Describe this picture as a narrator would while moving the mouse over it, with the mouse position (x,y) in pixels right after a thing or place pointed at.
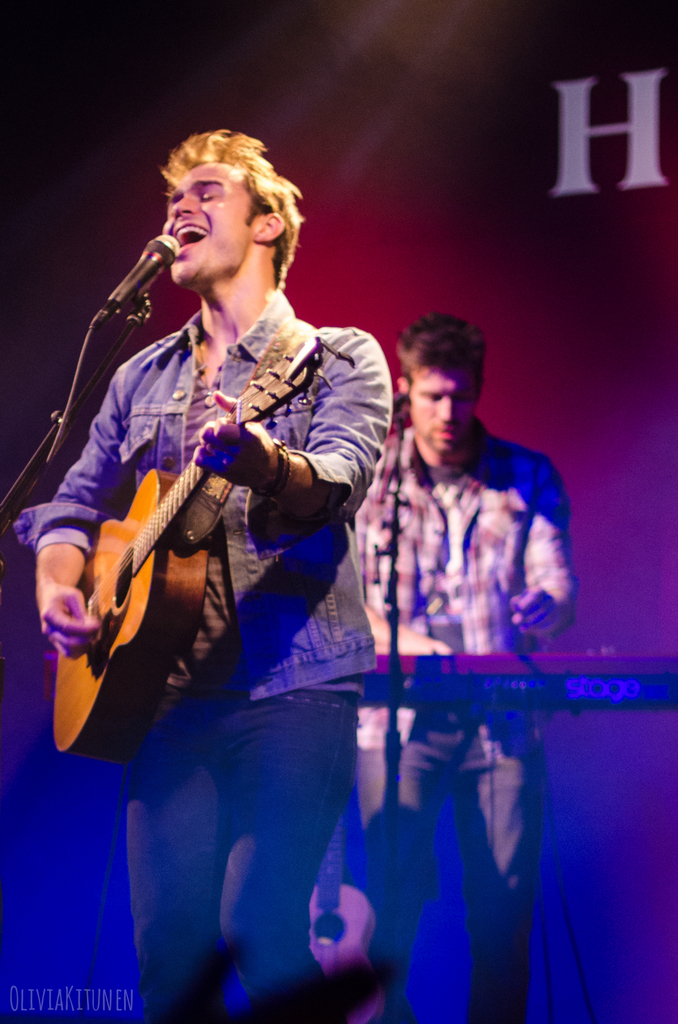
In this image i can see there are two persons (169,436), the person (244,752) in the front (241,679) is playing a guitar (101,624) in his hands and singing a song in front of the microphone (123,295). And the person (408,394) in the behind is playing a musical instrument (459,688).
